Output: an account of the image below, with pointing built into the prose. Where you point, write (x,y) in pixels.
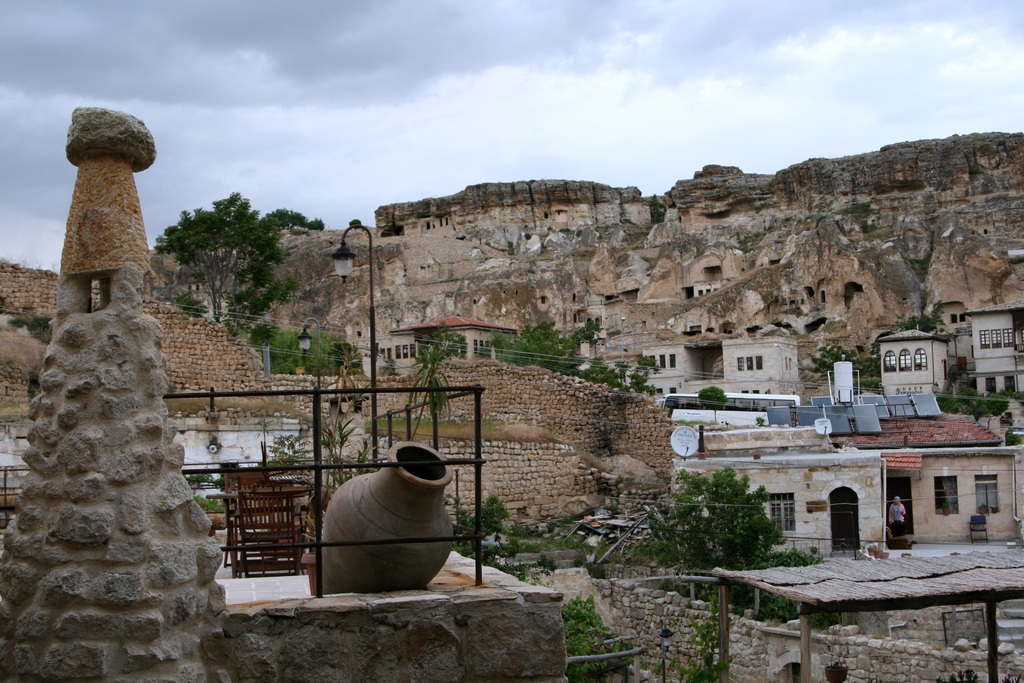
This image is taken outdoors. At the top of the image (238,66) there is the sky (583,76) with clouds (470,90). In the middle of the image (467,234) there are a few hills (788,261). There is a fort (805,294). There are a few houses (839,500) with walls (872,491), windows (946,485), doors (847,515) and roofs (958,418). There are a few trees (995,395) and there are a few brick walls (172,317). On the left side of the image (100,505) there is an architecture (85,407) and there is a railing (314,485) and there is a pot (370,513) on the floor (409,594). There are a few poles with street lights (337,264) and a few wires (576,390).
